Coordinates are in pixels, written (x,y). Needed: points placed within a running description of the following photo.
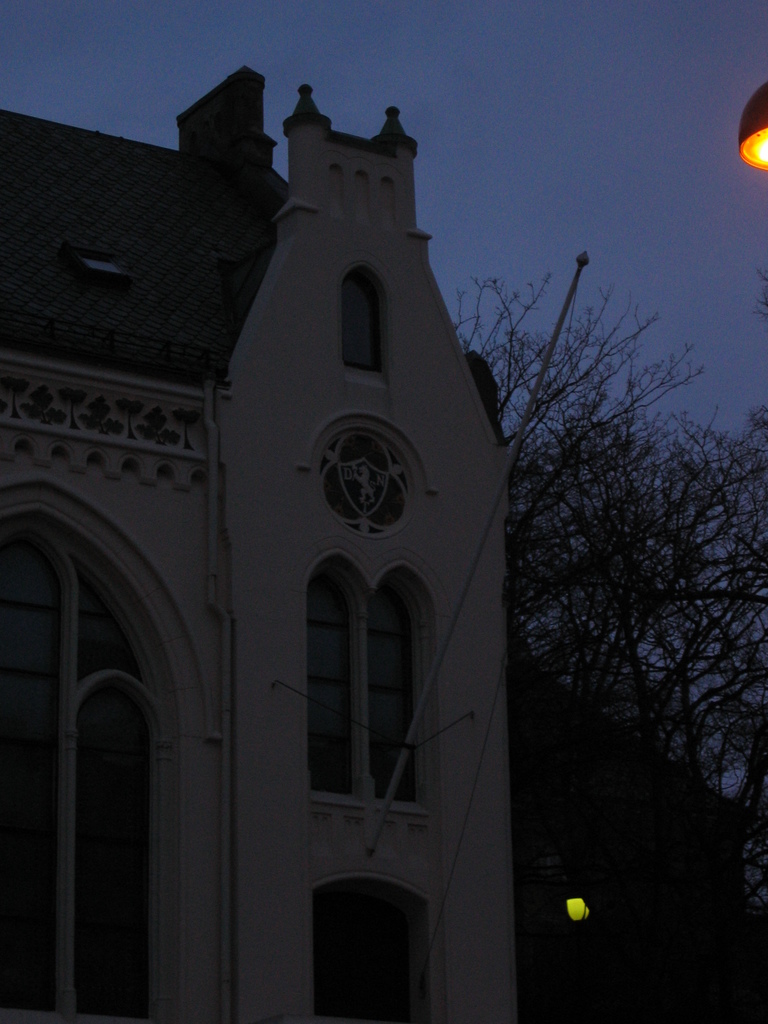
In this image there is a building (303,857). On the right (590,867) there is a tree (634,591) and a light (747,139). In the background (545,142) there is sky (423,49).
